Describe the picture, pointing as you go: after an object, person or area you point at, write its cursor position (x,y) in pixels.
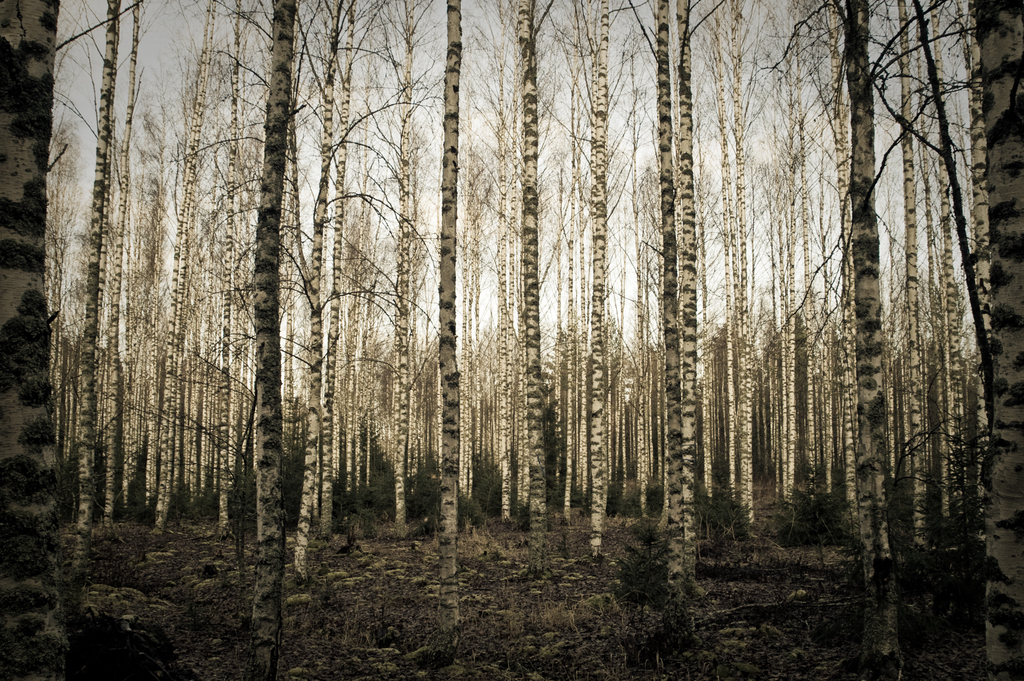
In this picture I can see plants (382,653), trees (734,135), and in the background (362,158) there is sky (377,170).
